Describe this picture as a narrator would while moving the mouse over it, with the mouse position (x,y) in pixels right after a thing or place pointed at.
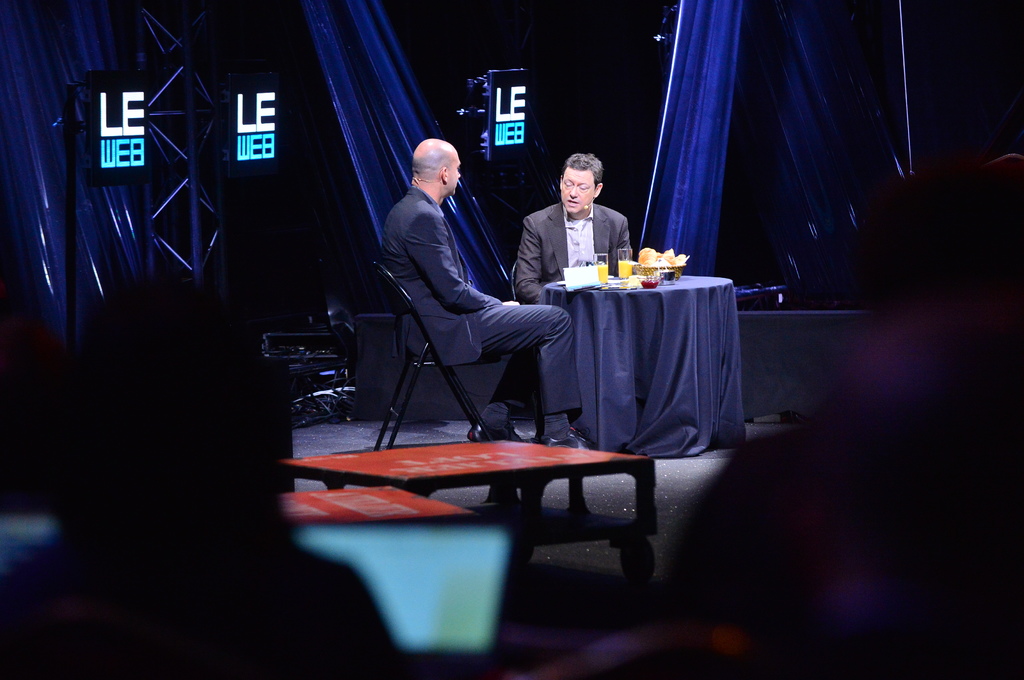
Background (50,148) is dark with boards (511,109) and blue colour curtains (720,90). Here we can see two men (455,176) sitting on chairs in front of a table (708,309) and talking and on the table (630,308) we can see juice glasses (599,267) and things (661,265). This is a floor (718,465). Here we can see tables (521,470).
